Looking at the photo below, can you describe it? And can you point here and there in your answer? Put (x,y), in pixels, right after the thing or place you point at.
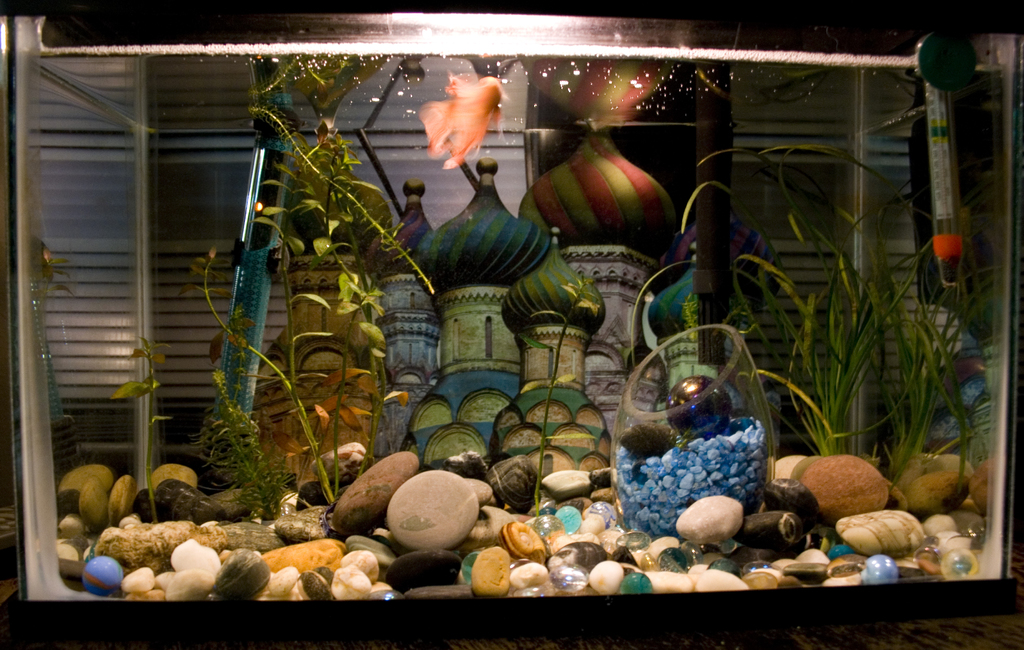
In this image we can see an aquarium (505,367).
